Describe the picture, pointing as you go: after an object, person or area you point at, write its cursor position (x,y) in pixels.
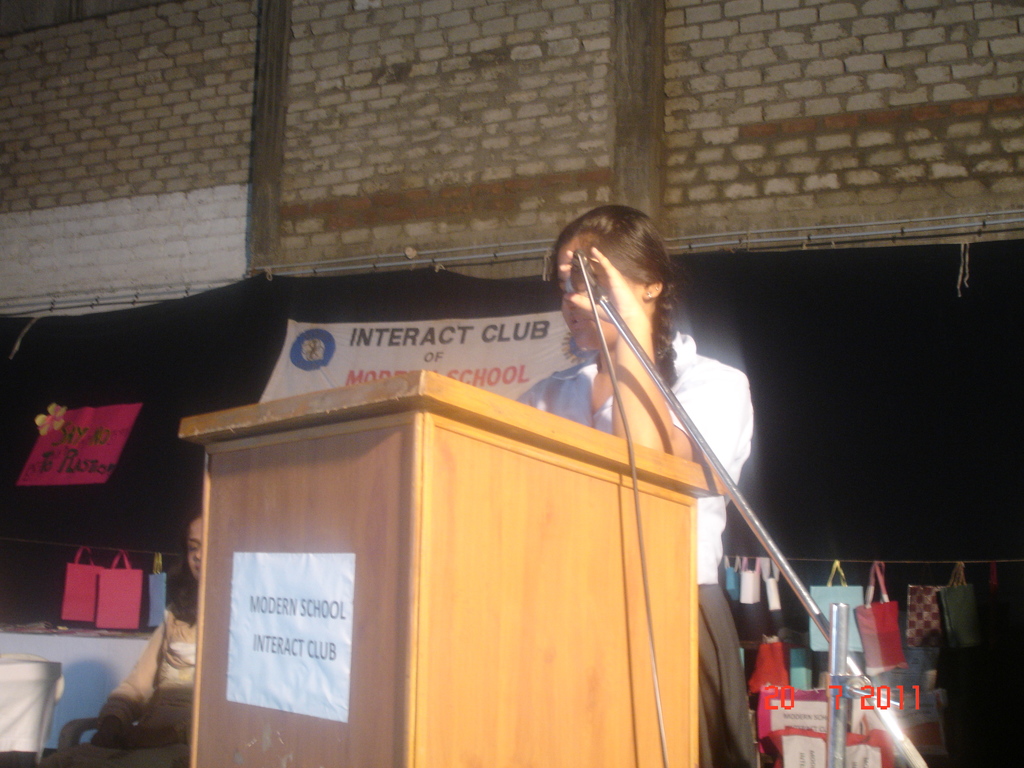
In this image girl (711,539) is standing in front of the podium (543,547) with the mic (591,287) in her hand (627,309). In the background (879,381) there is a black colour curtain (887,371) and a banner (463,357) with the name interact club at modern school. At the right side (884,607) there are purse (885,612) hanging. In the background (585,166) there are wall (315,132) on the podium (390,637) there is a paper (313,713) attached with the name modern school interact club. At the left side (159,681) woman (139,694) is sitting on a chair (94,723) and the purse (106,602) are hanging. On the table (94,637) there is a white colour cloth (97,662) covered.
